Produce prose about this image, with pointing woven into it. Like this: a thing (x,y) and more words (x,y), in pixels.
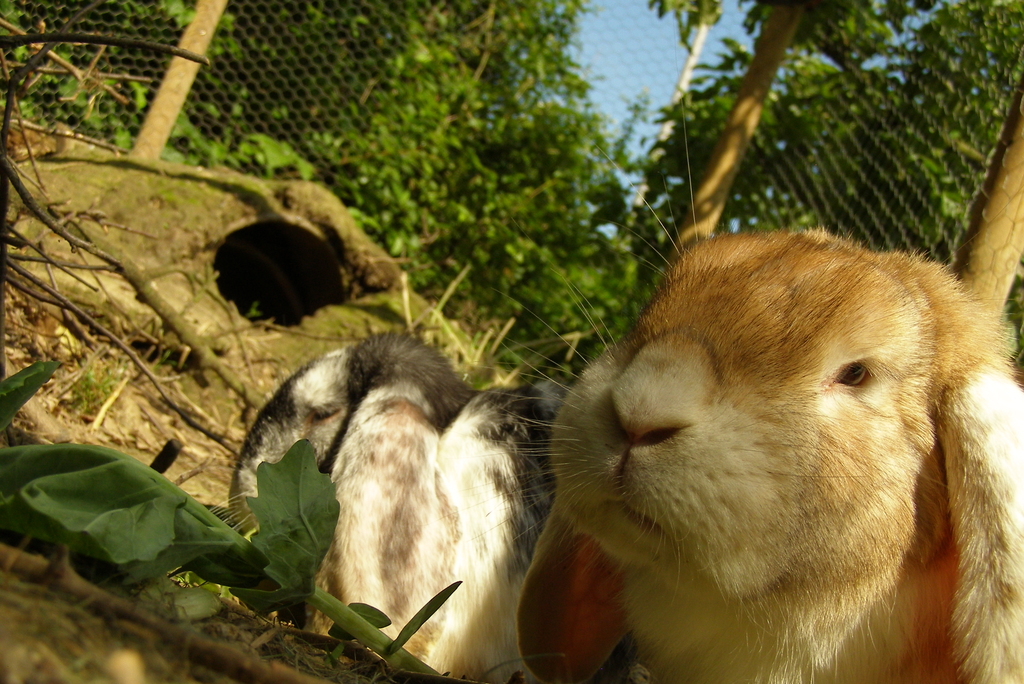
In this image we can see a few mammals (504,535) which looks like rabbits (572,552) and there are some leaves (232,588) and there is a tunnel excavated into the ground (130,310). We can see some trees (167,30) in the background (167,30) and there is a fence (270,6).
